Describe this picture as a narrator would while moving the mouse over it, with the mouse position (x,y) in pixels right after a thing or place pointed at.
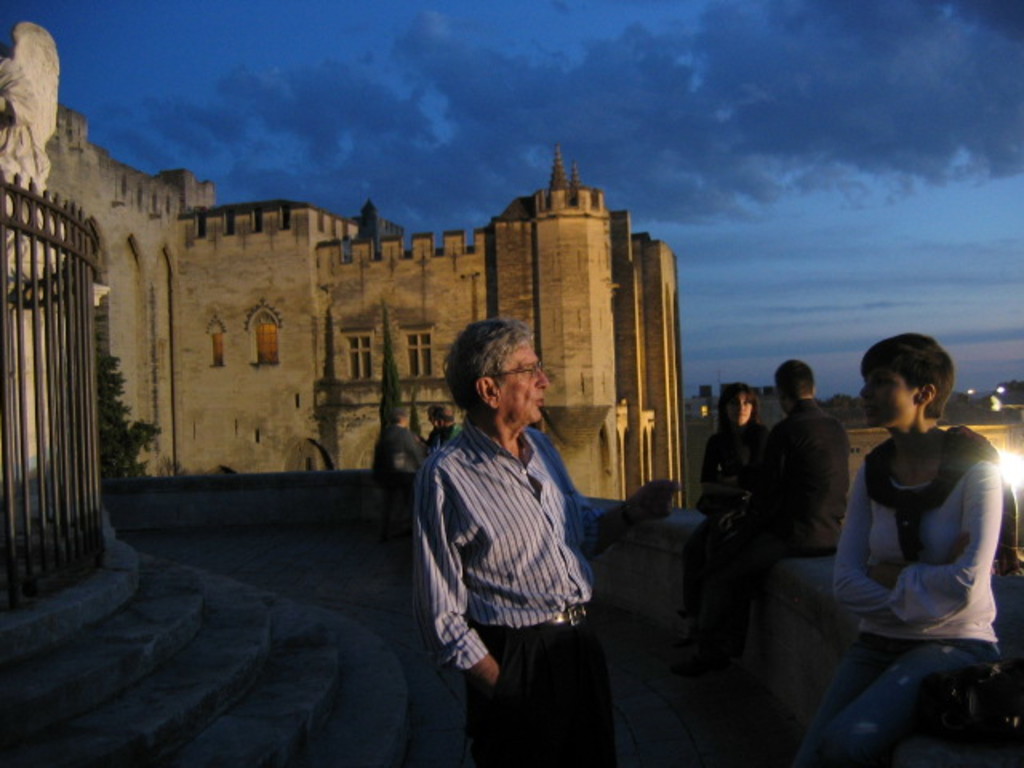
In this image, I can see the man (511,517) standing and three people (712,475) sitting on the wall (808,562). This looks like a building (326,326) with the windows (349,368). On the left side of the image (23,80), I can see a sculpture (37,114). This looks like an iron grill (58,242). I think this is a tree (102,407). These are the clouds (758,191) in the sky (883,215). I can see the stairs (126,747).
